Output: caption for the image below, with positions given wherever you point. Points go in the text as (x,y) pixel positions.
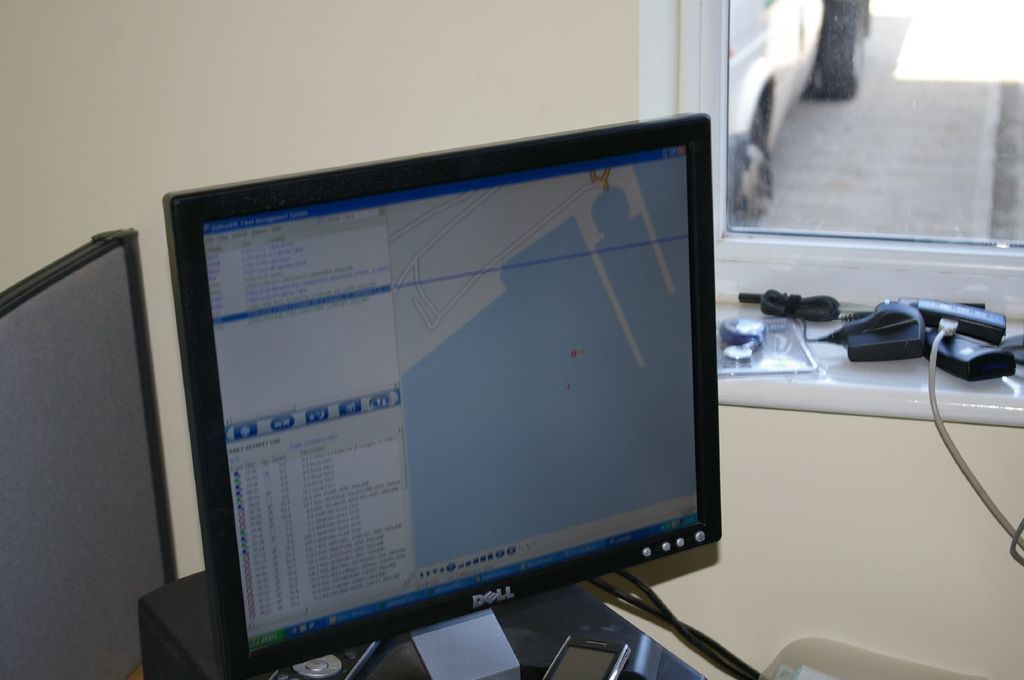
In this image, we can see a monitor (489,437) with a screen (461,446) and a few objects (857,667). Background (481,76) there is a wall (505,66), glass window (811,103). Few things (894,328) are placed on the white surface (881,377). On the left side of the image (126,473), we can see an object (20,500).
